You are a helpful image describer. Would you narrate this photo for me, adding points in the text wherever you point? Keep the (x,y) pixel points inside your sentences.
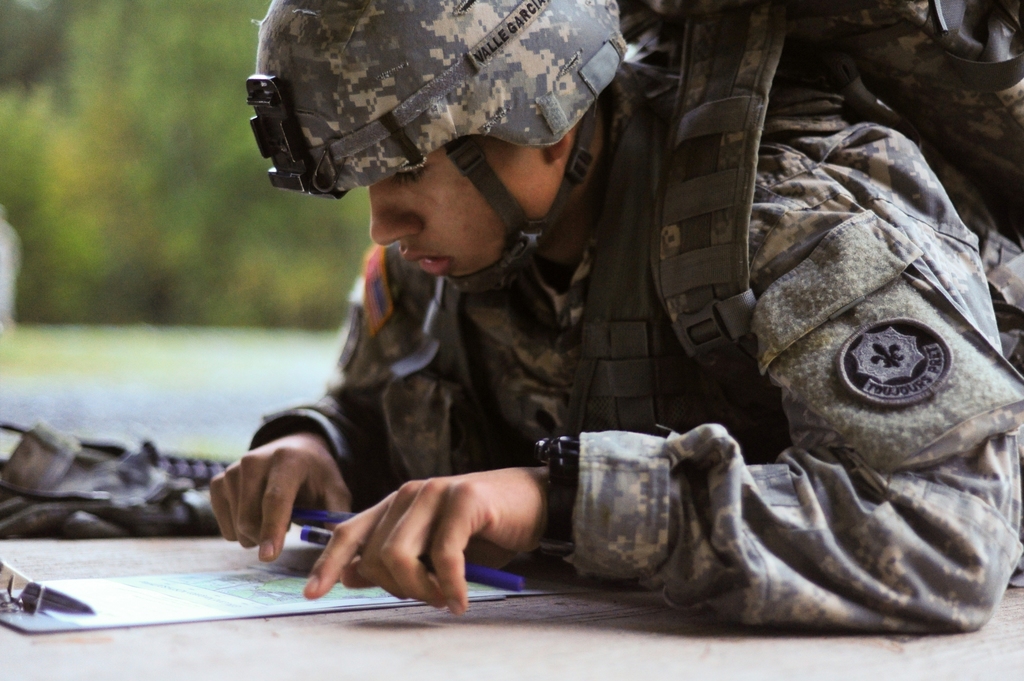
Here I can see a person (479,346) wearing uniform (781,262), bag (787,28), cap (419,56) on the head (459,109) and laying on the floor (715,649) and also looking at a paper (233,598) which is on the ground (277,657). I can see a pen (313,534) in his hand (406,523). Beside this person (411,410) there is a cloth (97,485) on the floor (63,541). The background (119,78) is blurry.
